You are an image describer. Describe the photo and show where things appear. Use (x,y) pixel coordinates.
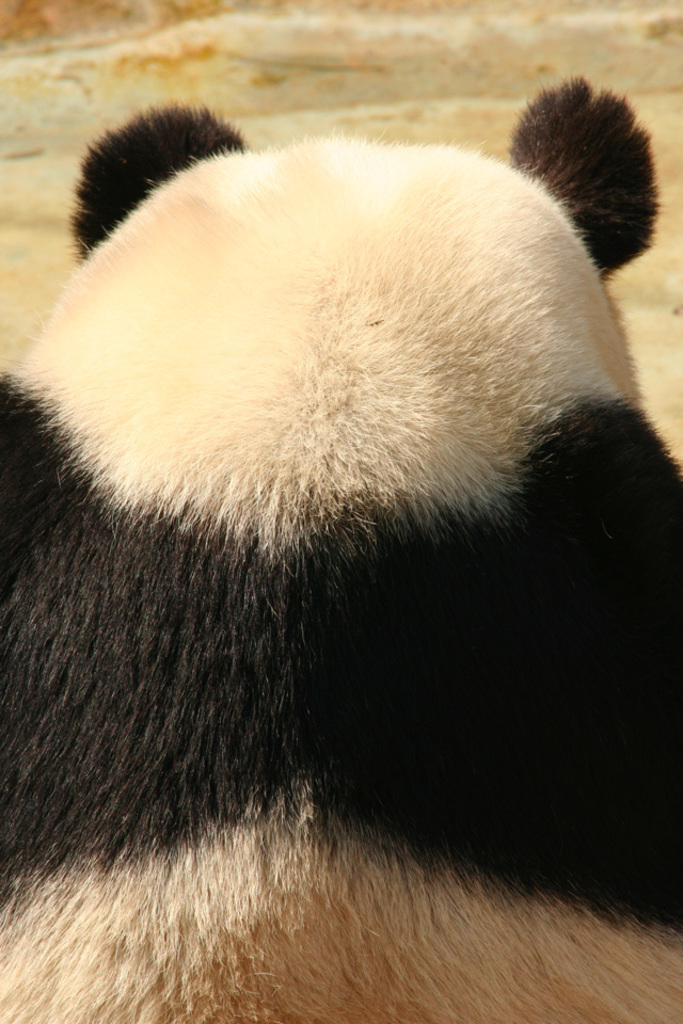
In this picture I can observe panda (206,519) in the middle of the picture (232,486). The background (447,45) is blurred.
